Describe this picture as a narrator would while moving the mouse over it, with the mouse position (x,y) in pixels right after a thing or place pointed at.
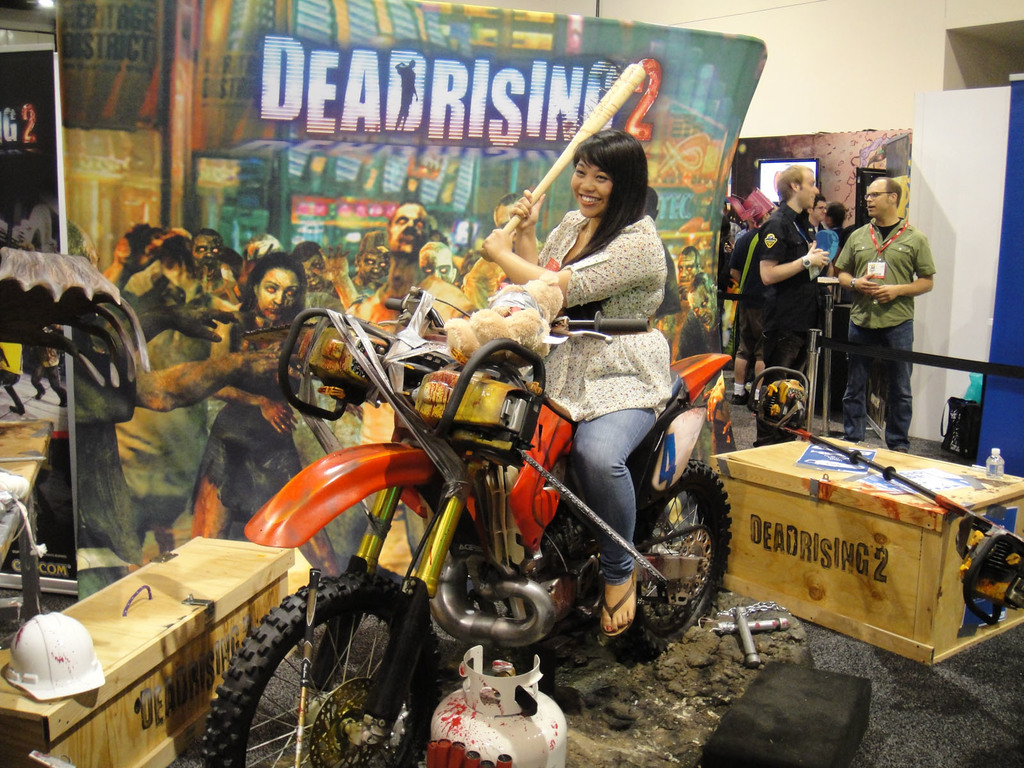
In this image I see a woman (514,209) who is sitting on a motorcycle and she is holding a bat (510,223), I can also see that she is smiling. In the background (550,190) I see the banner (706,163) and few people (922,275) over here. I can also see that there are 2 boxes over here.
